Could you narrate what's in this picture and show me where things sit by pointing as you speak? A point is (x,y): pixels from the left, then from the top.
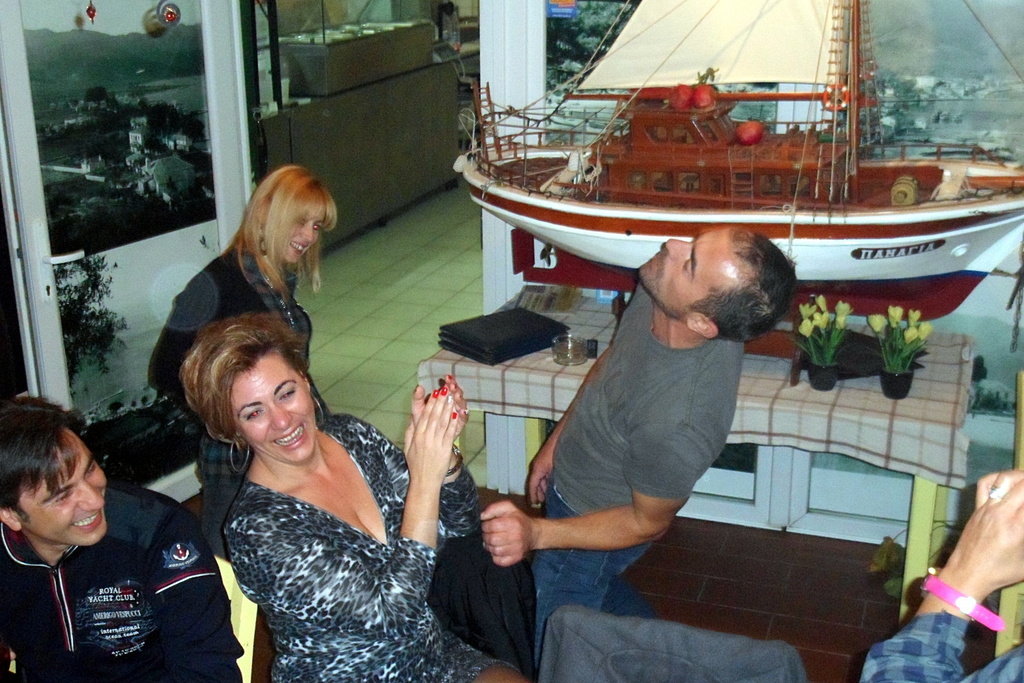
There are people (230,292) in the foreground area of the image (738,328), there are plant pots (805,335), a model of a ship (630,113), other objects (420,23), door (98,117), it seems like mountains (194,60) and the sky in the background (145,56).
